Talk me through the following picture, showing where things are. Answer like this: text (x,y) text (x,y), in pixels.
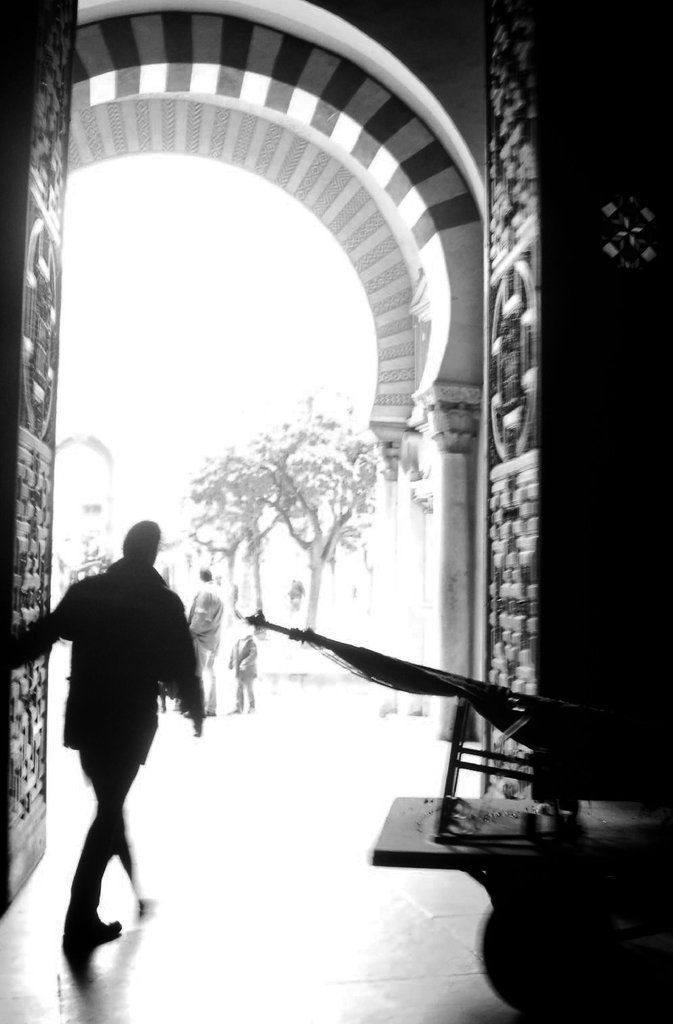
This picture is in black and white. On the top (223,69), there is an entrance (202,368) with a door (12,468). At the bottom left (103,798), there is a person (141,679). Towards the right (502,844), there is a tool (506,702). In the background (258,541), there are trees (230,555) and people (216,659).
